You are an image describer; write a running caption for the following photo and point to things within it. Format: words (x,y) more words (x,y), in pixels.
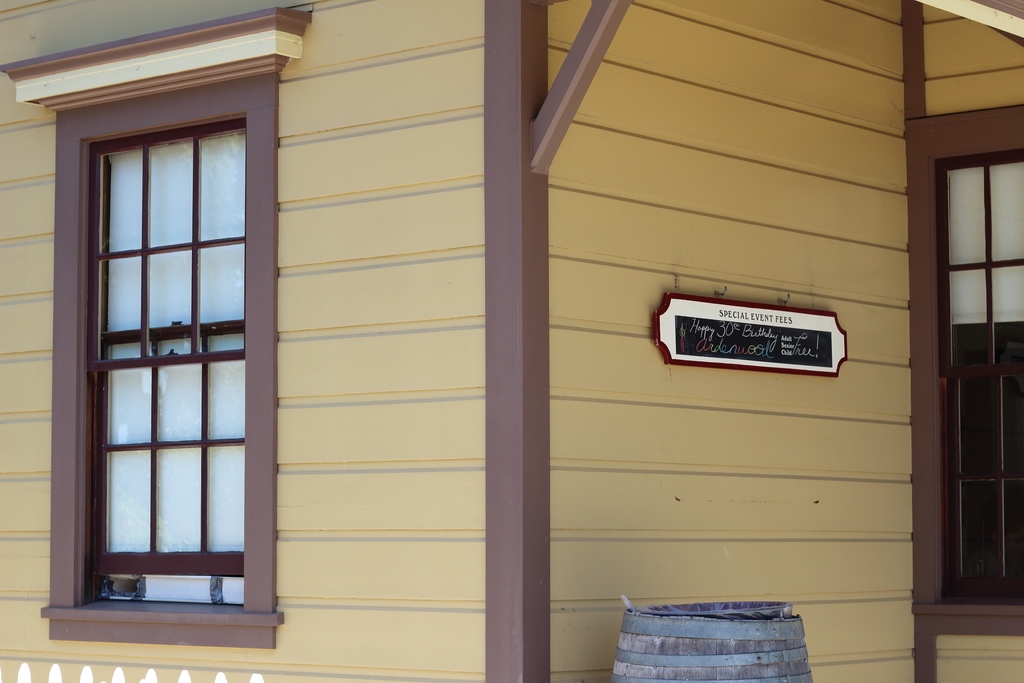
In this picture we can see a house (491,418), on the left side (193,435) there is a window (164,444), on the right side (749,339) we can see a board (754,339), there is some text (749,339) on the board (719,346), at the bottom (695,619) it looks like a barrel (734,651).
